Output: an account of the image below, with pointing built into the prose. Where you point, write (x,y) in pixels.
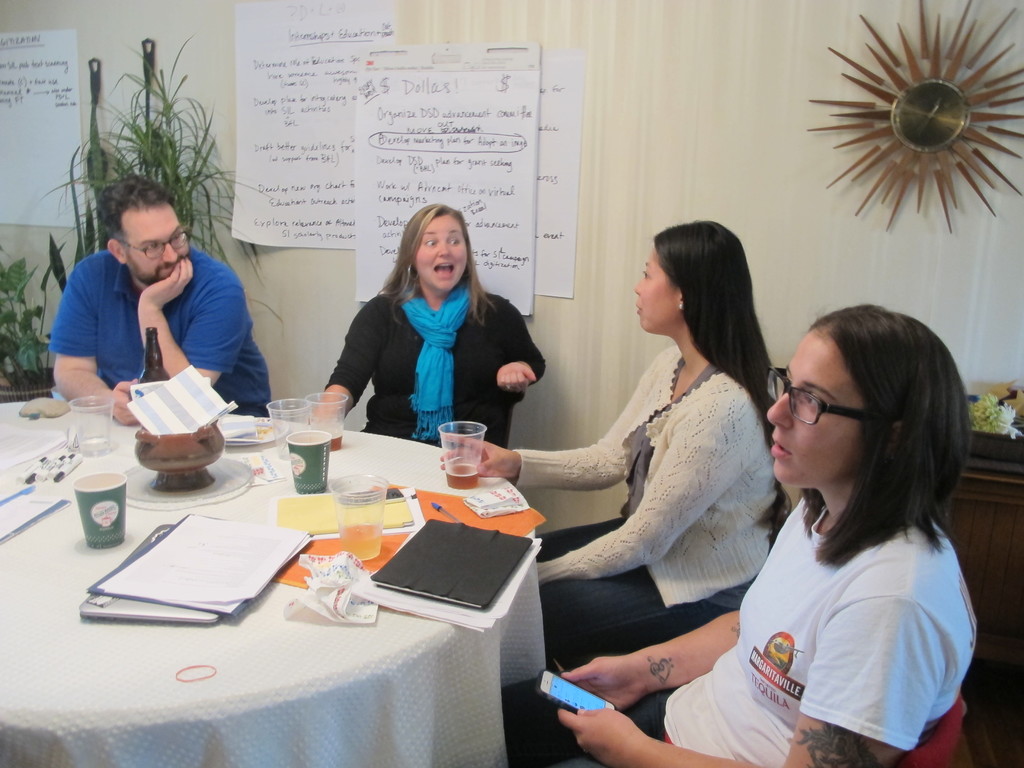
In this image three women (775,646) are sitting before a table (263,494). A person (218,367) is wearing blue shirt (196,329) and specs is sitting. On table (413,634) there are few papers (418,519), book (443,551), glasses (361,541), bowl (192,452), pens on it. At the background (803,323) there are few posters (413,132) and clock (941,182) attached to the wall (793,9). Left side (7,341) there is a plant (17,370) behind the person (162,255).
